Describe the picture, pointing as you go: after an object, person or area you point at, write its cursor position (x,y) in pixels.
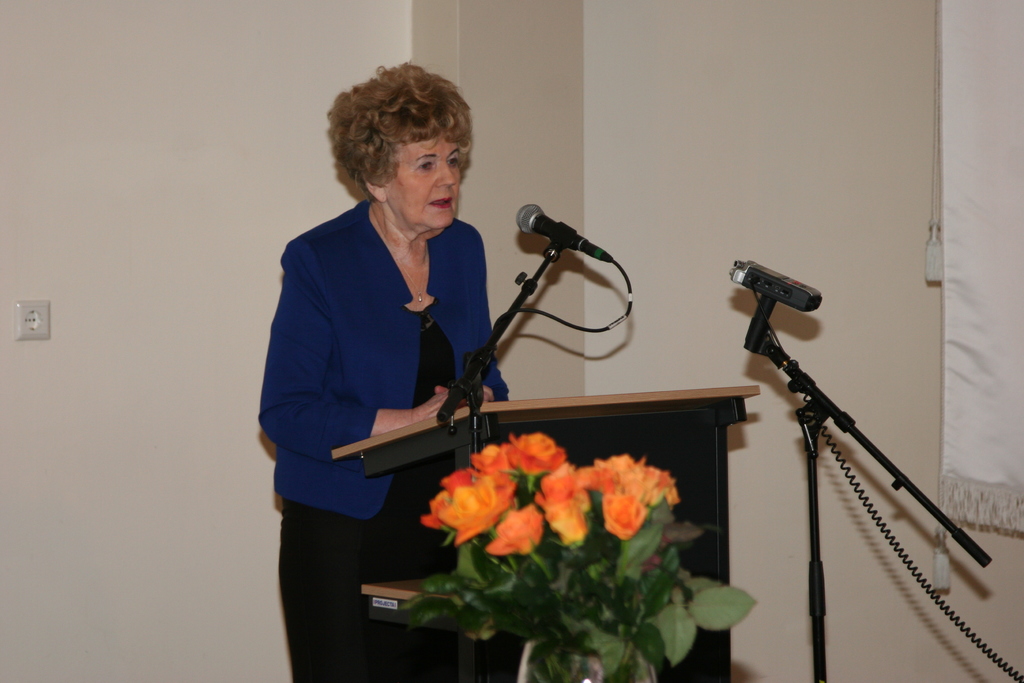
In this image we can see a woman (328,331) wearing black color dress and blue color jacket (371,307) standing behind the wooden podium (589,443) on which there is a microphone (576,233) and some other object (830,402) in the foreground of the image (516,570) we can see plant (599,558) to which some flowers (527,539) are grown and in the background of the image (118,156) there is a wall (625,126).
